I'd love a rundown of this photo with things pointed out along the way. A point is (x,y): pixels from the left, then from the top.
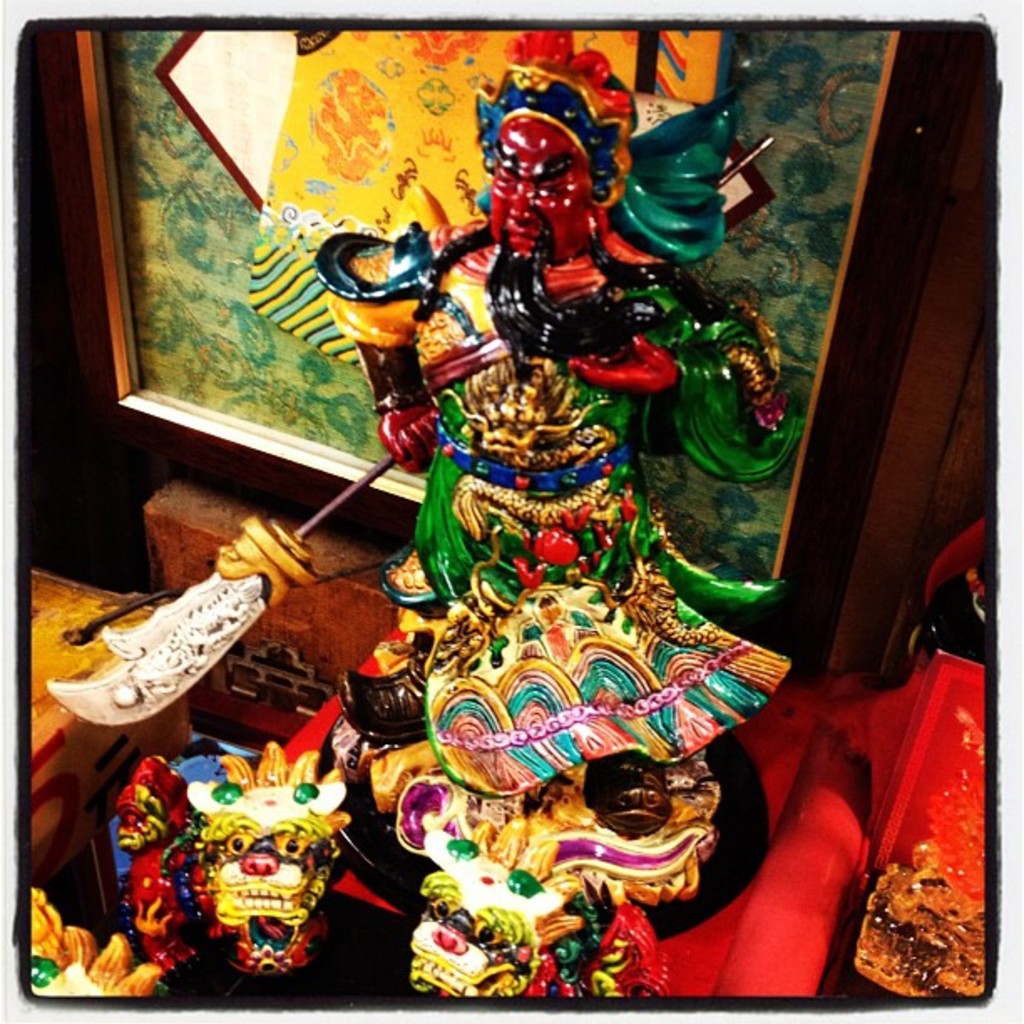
This image is an edited image. In the background (934,433) there is a wall (974,433) with a picture frame (276,317) on it. In the middle of the image (486,524) there are a few sculptures (97,678). On the left side of the image (75,658) there is a table (50,658). On the right side of the image (872,861) there is an object (901,755).
